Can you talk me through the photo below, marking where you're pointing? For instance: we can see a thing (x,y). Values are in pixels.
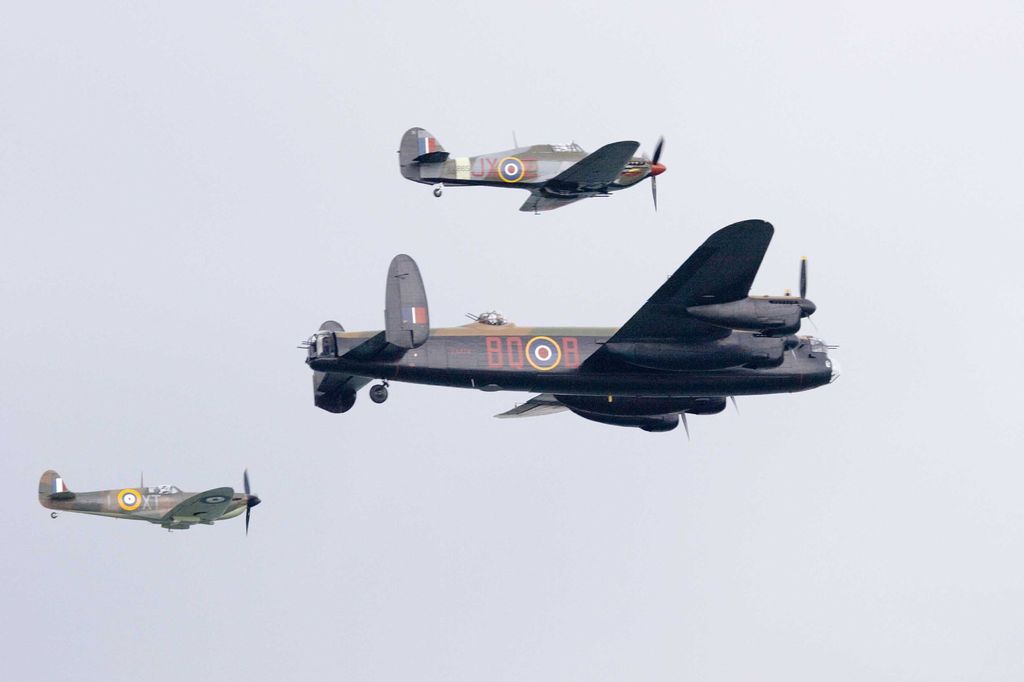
This image is taken outdoors. In the background (282,515) there is a sky (587,477). In the middle of the image (647,364) three airplanes (122,511) are flying in the sky (492,283).
